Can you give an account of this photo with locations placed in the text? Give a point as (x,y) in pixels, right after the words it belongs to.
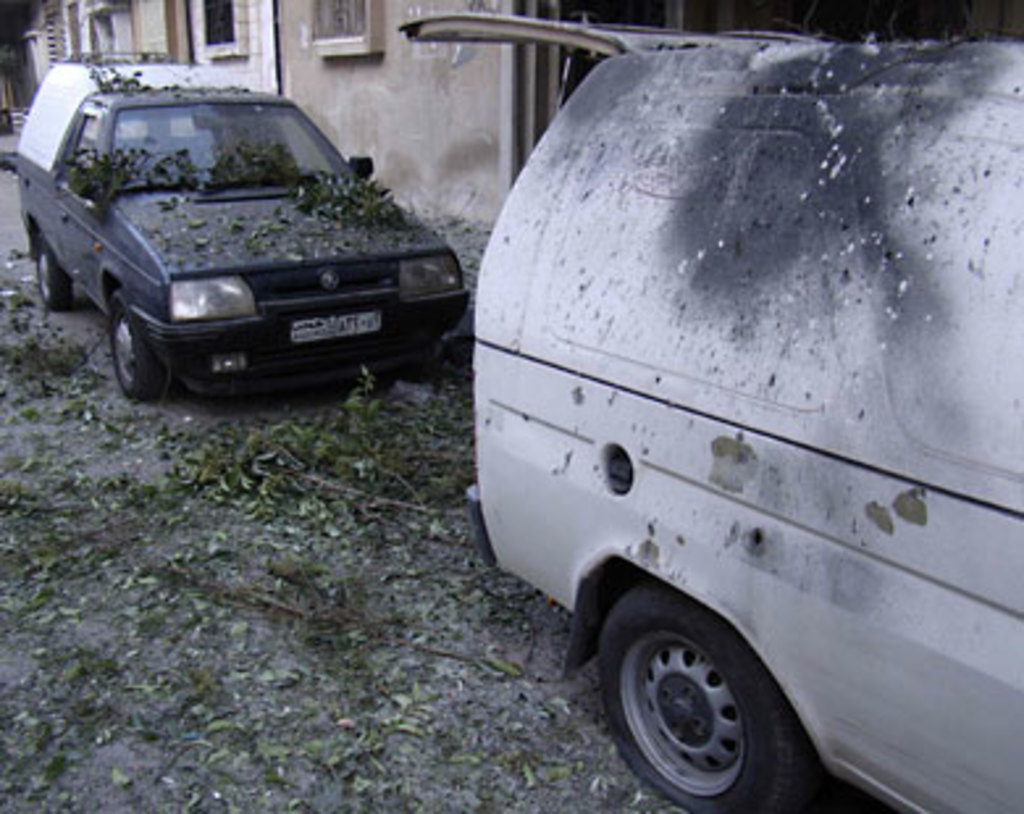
This picture is clicked outside. In the foreground (397,660) we can see the leaves (236,488) lying on the ground (239,525) and there are some vehicles (280,307) parked on the ground (416,459). In the background (345,56) we can see the buildings (63,30).
